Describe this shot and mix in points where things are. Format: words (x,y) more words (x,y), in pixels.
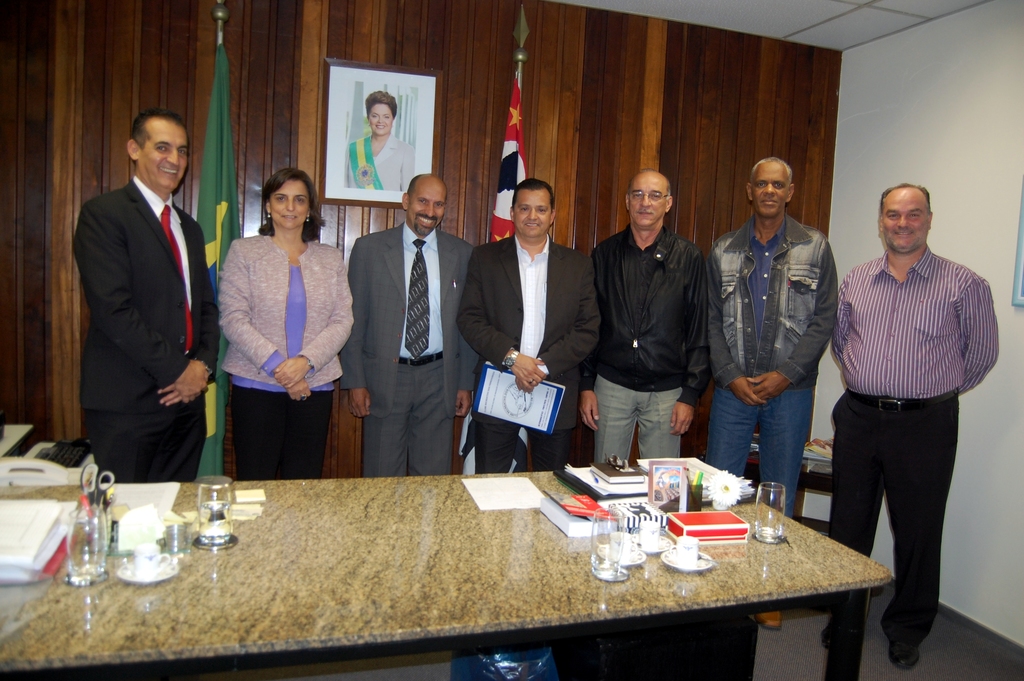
This picture is of inside the room (767,93). In the foreground (340,544) there is a table (442,561) on the top of which cups (650,536), saucers (690,564), glasses (609,569), some papers (148,508), pen stand (696,488) and some books (626,478) are placed, behind the table (445,560) there are group of persons (559,293) standing and smiling. In the background (214,137) we can see the two flags (213,100) and a picture frame (421,89) of a woman (381,147) hanging on the wall (811,80).
